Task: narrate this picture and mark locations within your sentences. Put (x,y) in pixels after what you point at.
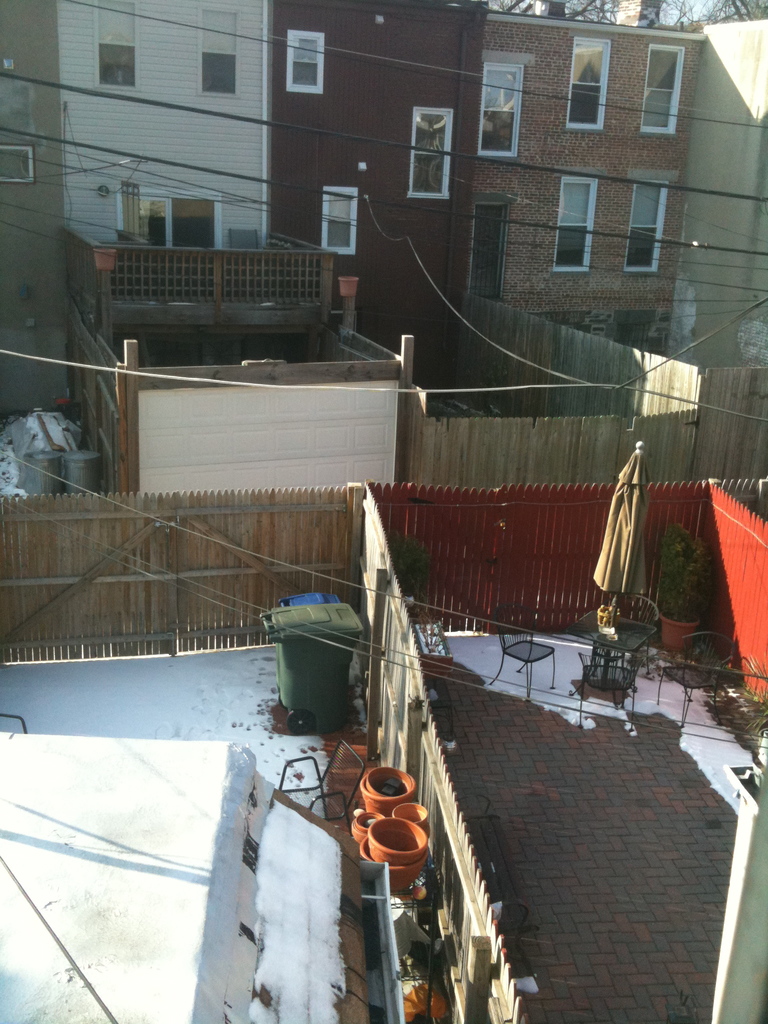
In this image we can see pots (406,789), chairs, wooden fence (71,567), containers (335,657) and other objects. In the background of the image (395,304) there are buildings (403,183), glass windows (334,236), railing (94,267), trees (747,5), sky (676,14) and other objects (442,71).
